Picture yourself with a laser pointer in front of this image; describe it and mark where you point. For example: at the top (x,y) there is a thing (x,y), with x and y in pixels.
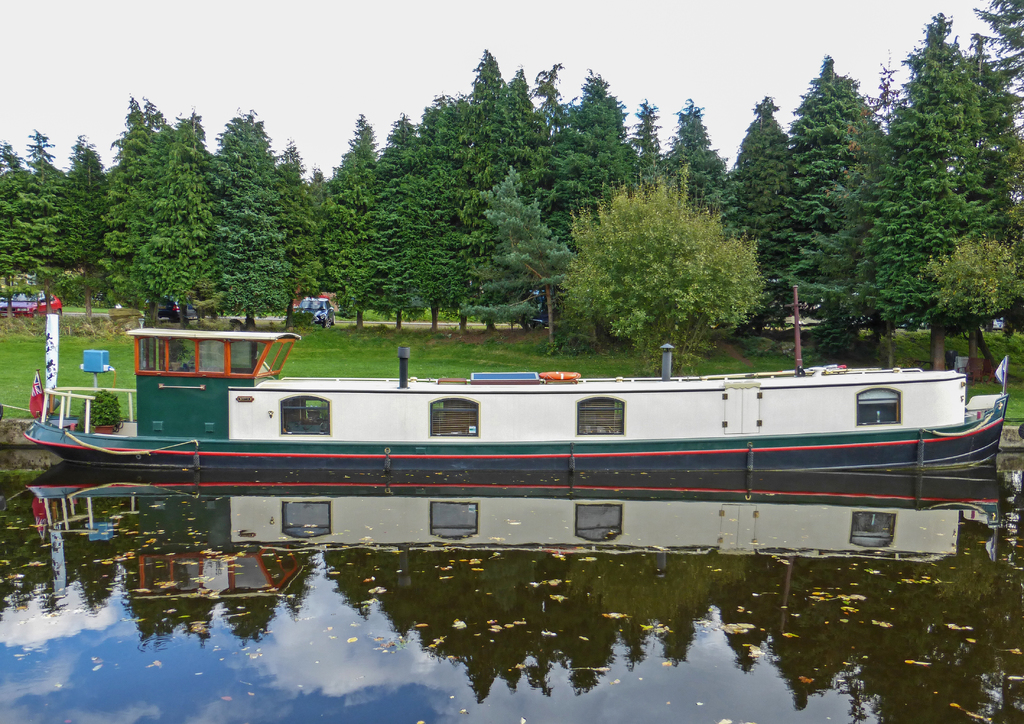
In this picture we can see a boat (836,455) on water (379,586), trees (384,280), vehicles (28,302) on the road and in the background (175,52) we can see the sky (493,22).
